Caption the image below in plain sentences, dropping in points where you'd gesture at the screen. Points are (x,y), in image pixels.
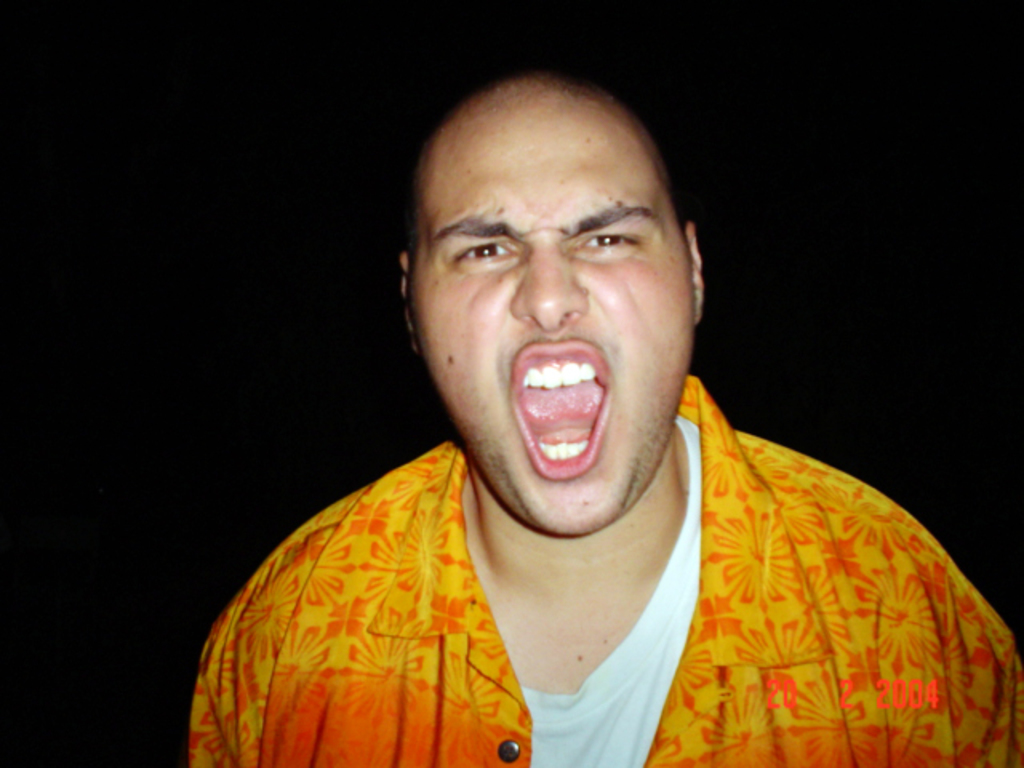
In the center of the image (632,455) we can see a man (600,474) and the background (950,445) is in black color. In the bottom right corner (897,690) we can see the date (865,702).
